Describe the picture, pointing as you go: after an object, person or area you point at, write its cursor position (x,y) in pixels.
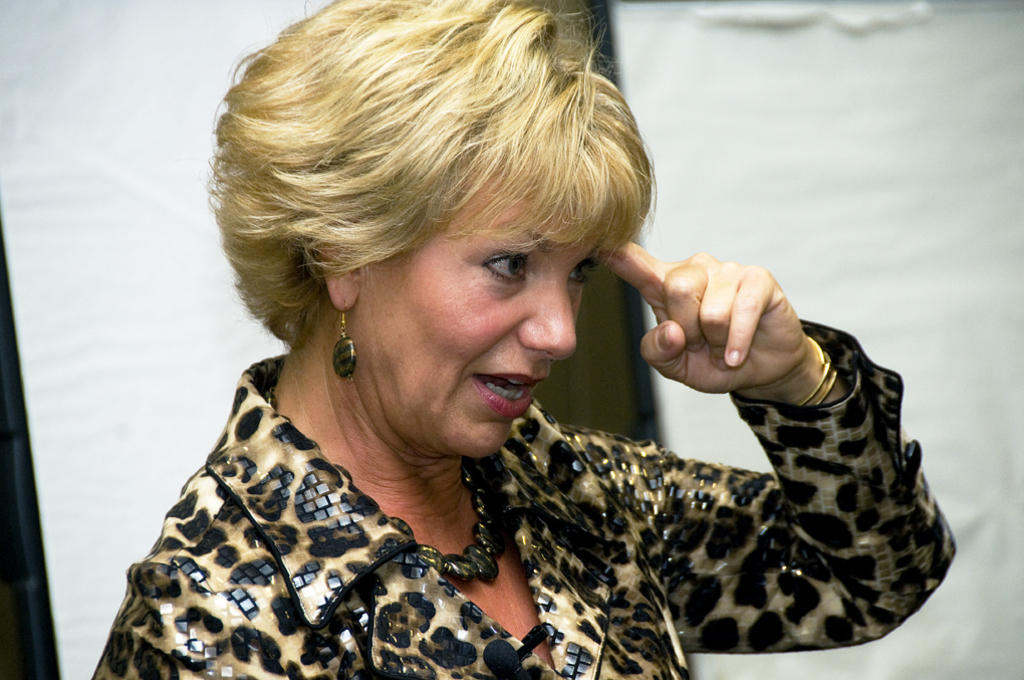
In the image there is a woman (540,497) she is speaking something, she is wearing a designer dress (614,492) and the background of the woman (436,342) is blur.
